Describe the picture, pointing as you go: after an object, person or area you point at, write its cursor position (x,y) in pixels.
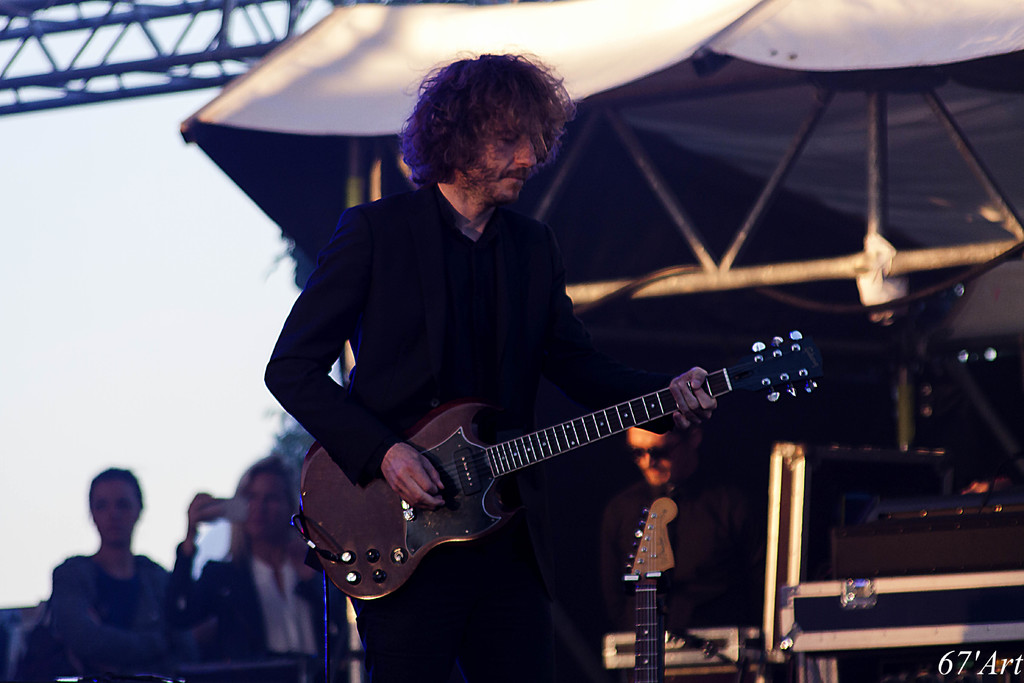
This is a picture of a man (364,292) who is wearing a black color suit (384,289) and holding a guitar (521,461) and playing it and also some musical instruments (862,560) around him.
